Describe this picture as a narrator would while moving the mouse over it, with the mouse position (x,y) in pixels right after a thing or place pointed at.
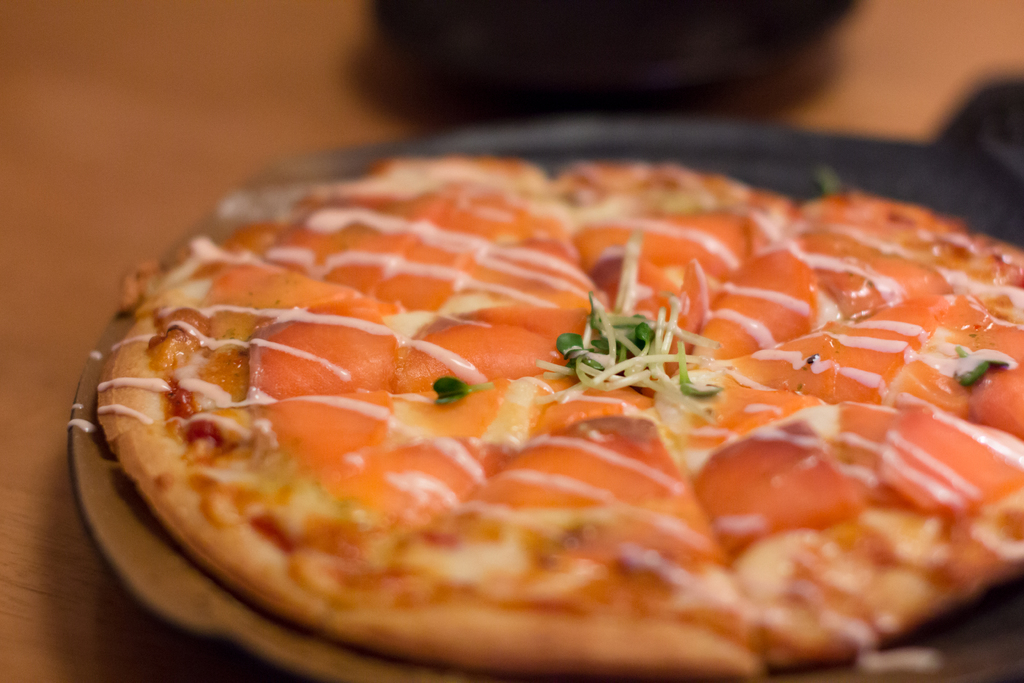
In this image we can see food item (676,458) in a plate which looks like a pizza (197,414) place on the table (259,27) and we can see some objects (806,43) at the top of image (610,63).
